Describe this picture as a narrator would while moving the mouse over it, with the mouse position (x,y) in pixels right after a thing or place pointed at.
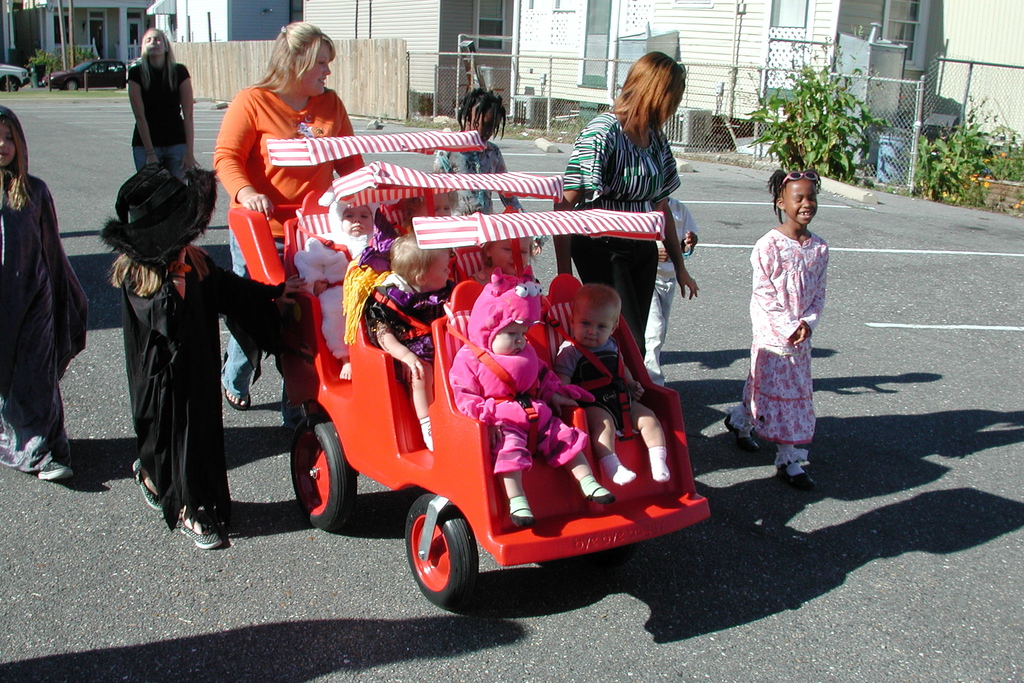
This image is taken outdoors. At the bottom of the image (255,581) there is a road (859,263). In the background (921,64) there are a few houses (178,11) with walls (369,37), windows (494,29) and doors (803,44). There are a few railings (417,84), plants (964,183) and two cars (74,83) are parked on the ground (107,95). In the middle of the image (505,427) a few kids (175,301) are walking on the road (57,108) along with a few women (138,138) and a few kids (394,250) sat in the toy jeep (532,479) and they are moving on the road (437,613).
